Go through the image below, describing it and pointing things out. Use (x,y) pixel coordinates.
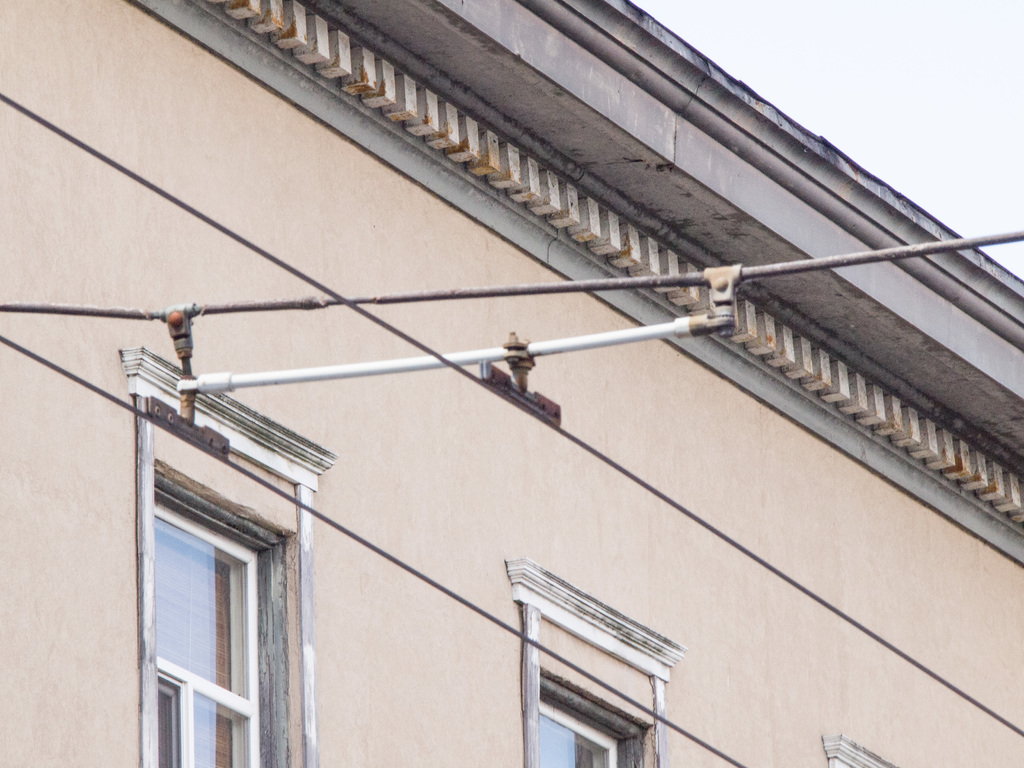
In this image there is a metal rod (204,379) attached to the wires (554,286). Background (25,526) there is a wall (474,575) having windows (651,664). Right top there is sky (896,120).
